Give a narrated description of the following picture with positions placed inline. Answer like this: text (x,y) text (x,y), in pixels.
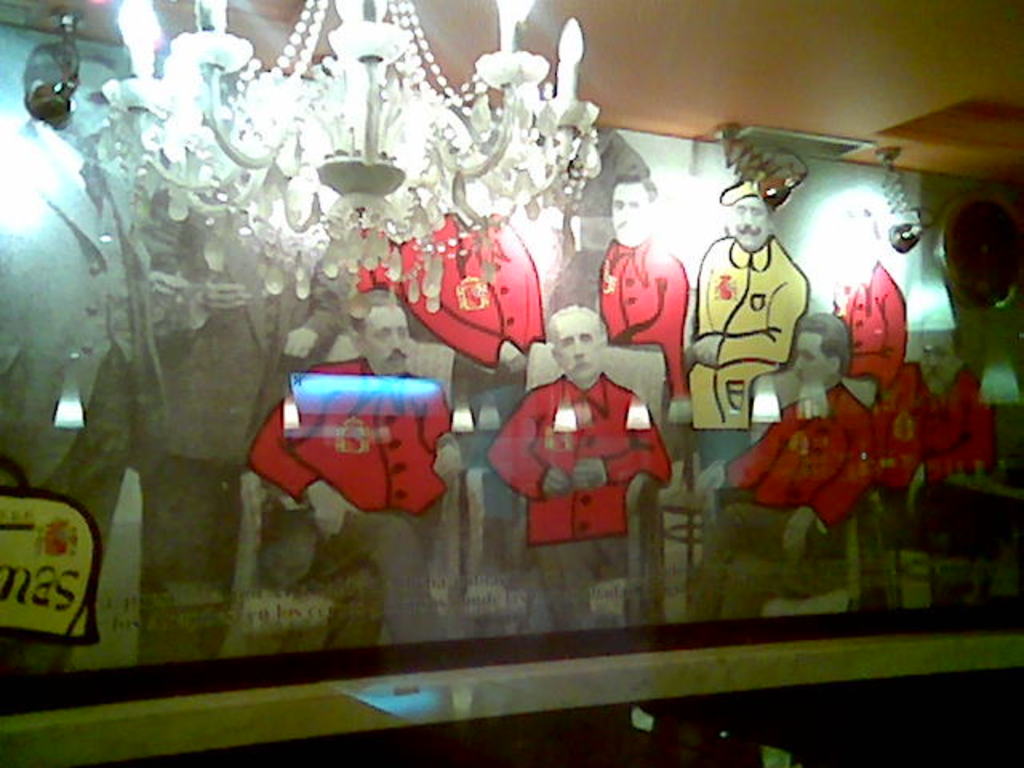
In this picture there is a poster (475,500) in the center of the image (471,389) and there is a chandelier (384,261) at the top side of the image (373,66).
